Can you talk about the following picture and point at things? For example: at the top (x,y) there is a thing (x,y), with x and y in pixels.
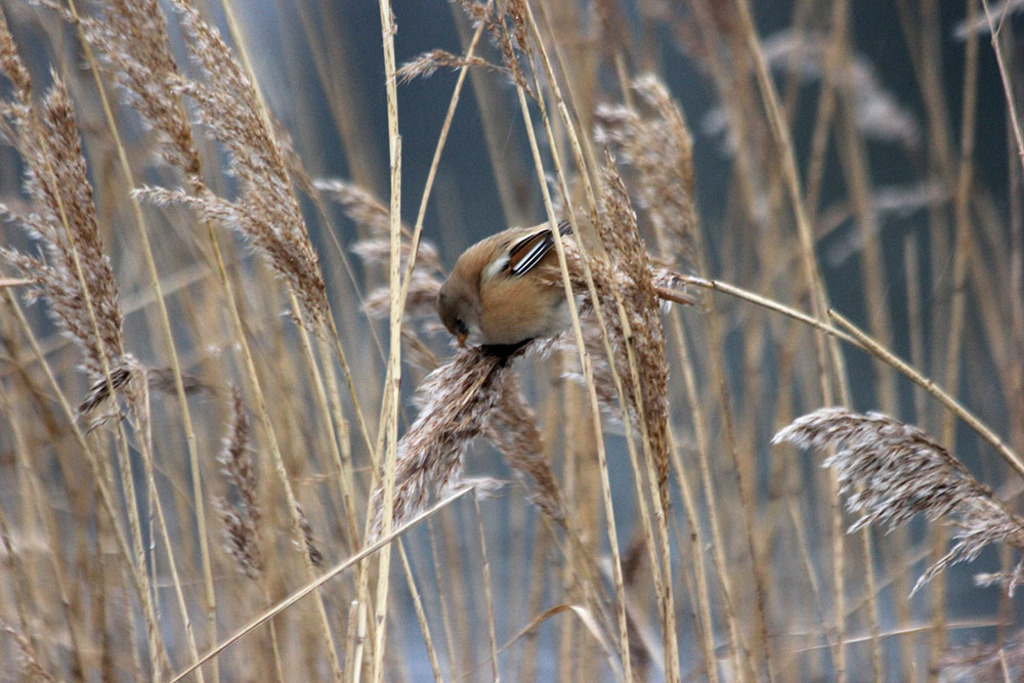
In this image there is a bird (509,313) and plants (615,294). In the background of the image (797,142) it is blurry.
